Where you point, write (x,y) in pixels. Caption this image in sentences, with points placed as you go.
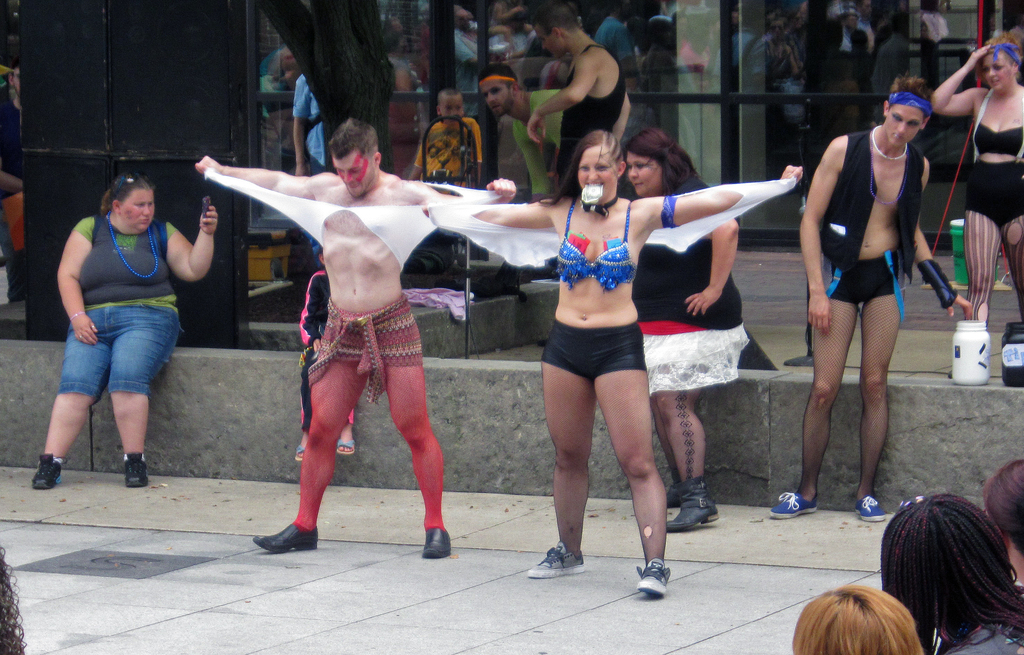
In this picture I can see two persons (586,315) standing in the middle (568,358), in the background (1013,168) there are few persons (991,140), I can see a glass wall (637,82). On the left side (209,147) it looks like an iron sheet (181,163), beside it, it looks like a bark (306,47) of a tree (372,54).
